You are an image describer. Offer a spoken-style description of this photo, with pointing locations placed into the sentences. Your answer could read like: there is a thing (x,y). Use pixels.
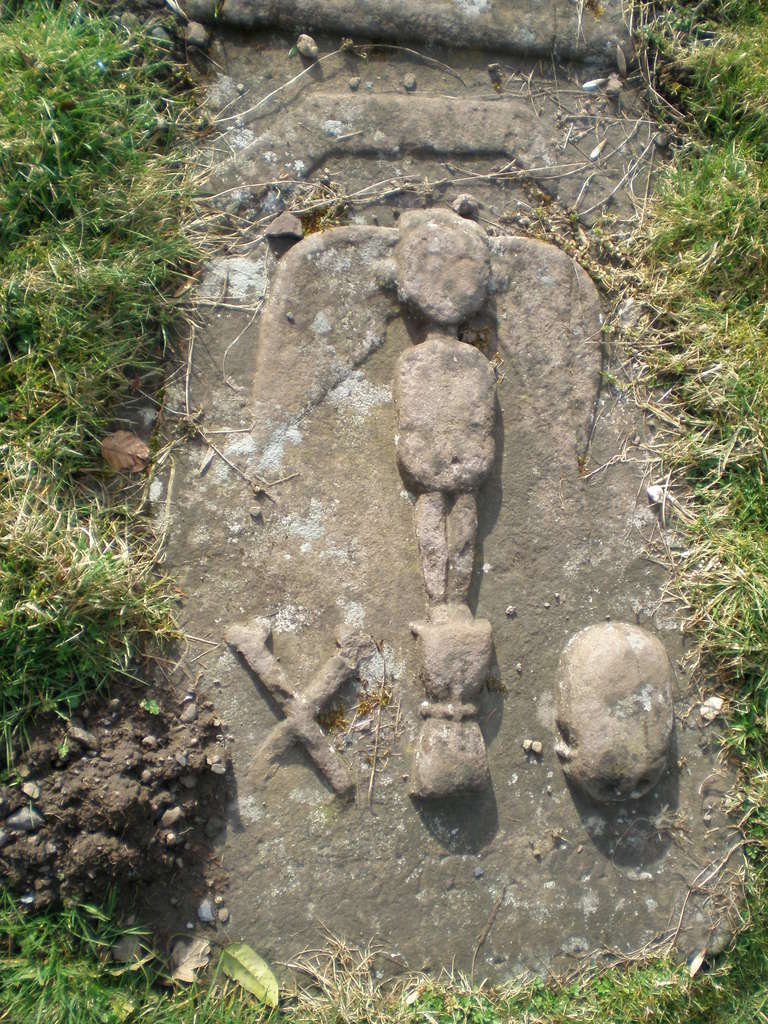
In this image I can see rock (371,656), at left (72,275) and right I can see grass (749,302) in green color.
